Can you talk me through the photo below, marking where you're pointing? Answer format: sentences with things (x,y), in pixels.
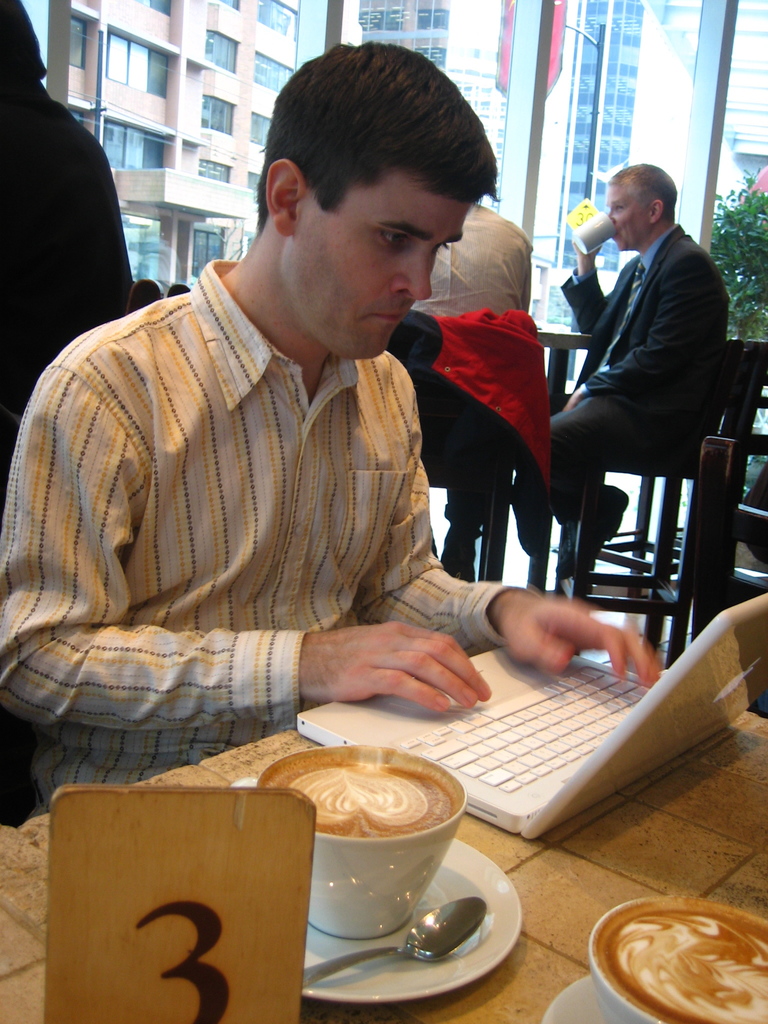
In this picture there is a man (38,786) in the center of the image (274,575), he is operating a laptop (749,695), which is placed on the table (495,860) in front of him and there are two cups (343,750) of coffee (721,977), number board (289,905) on the table (757,735), there are other people (450,273) and buildings (188,63) in the background area of the image (239,88).
